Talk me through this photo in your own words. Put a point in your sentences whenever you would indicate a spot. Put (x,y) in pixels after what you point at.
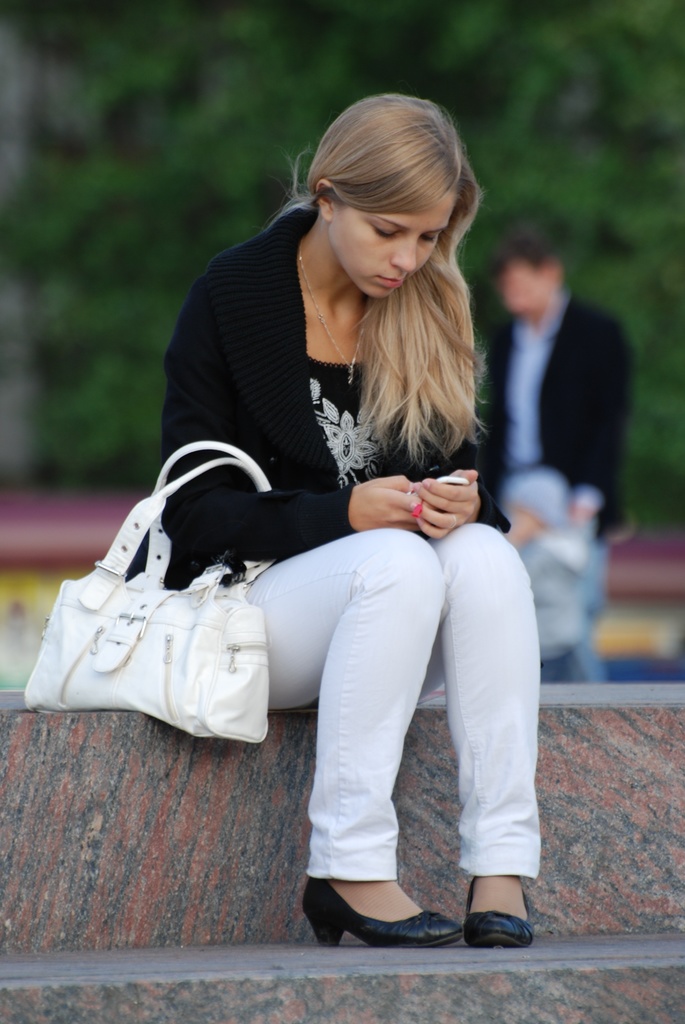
In this image I can see a woman (354,488) is sitting and holding an object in hands (424,517). Here I can see a white color bag (166,641). In the background (548,395) I can see a man (568,459). The background of the image (151,321) is blurred.
